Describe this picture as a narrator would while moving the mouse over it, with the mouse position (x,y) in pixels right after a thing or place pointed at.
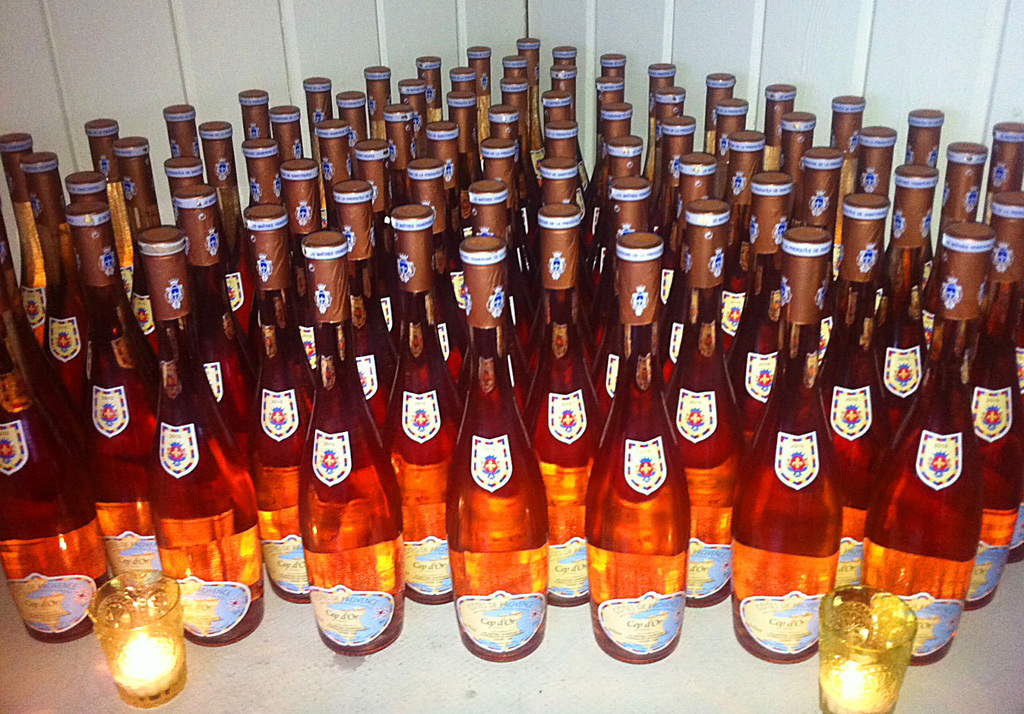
In this image I can see number of bottles (424,369) and two glasses (105,636).
